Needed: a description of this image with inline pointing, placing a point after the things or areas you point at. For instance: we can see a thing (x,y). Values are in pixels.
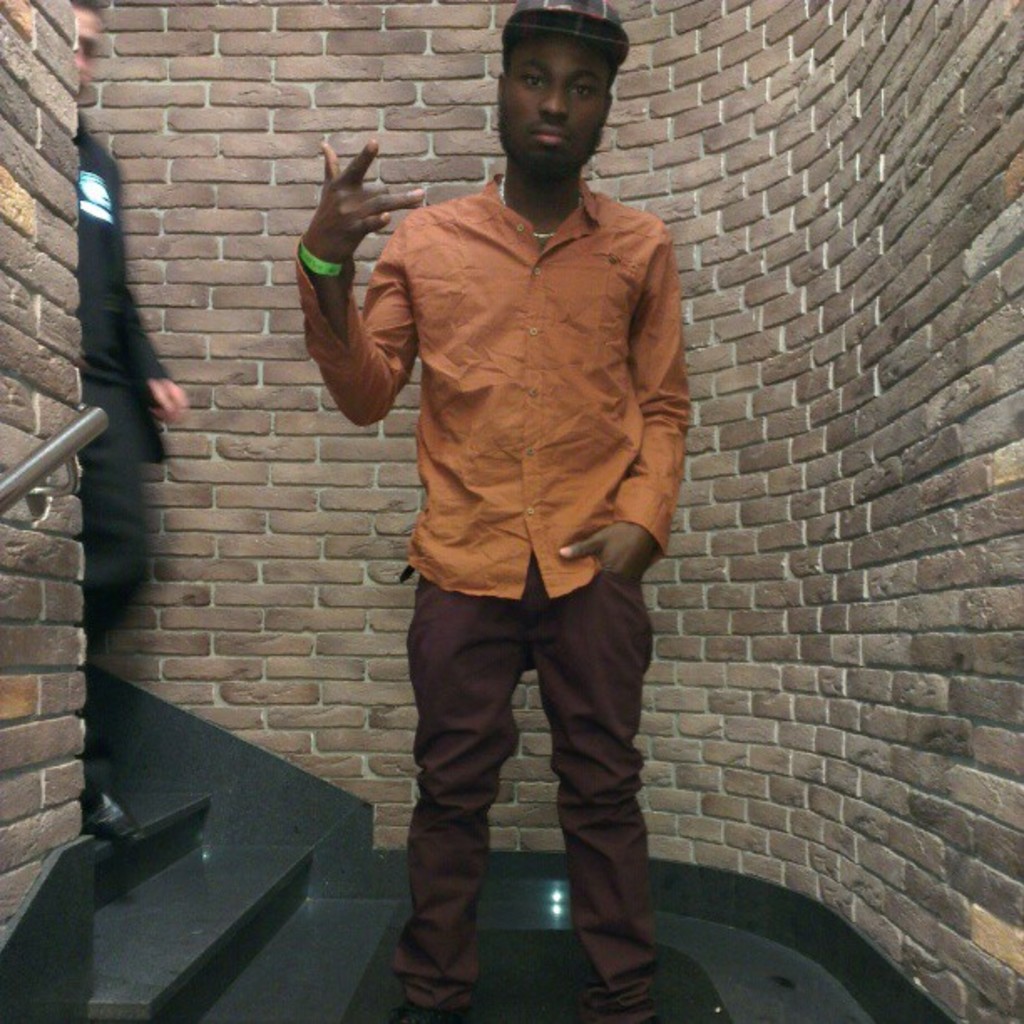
This image consists of a man (533,523) wearing a cap (598,44) is standing. On the left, there is another man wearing black dress (92,607). On the left (11,490), there is a handrail (1,500). In the background (686,72), there is a wall (870,287). At the bottom left (86,879), there are steps (187,931).
